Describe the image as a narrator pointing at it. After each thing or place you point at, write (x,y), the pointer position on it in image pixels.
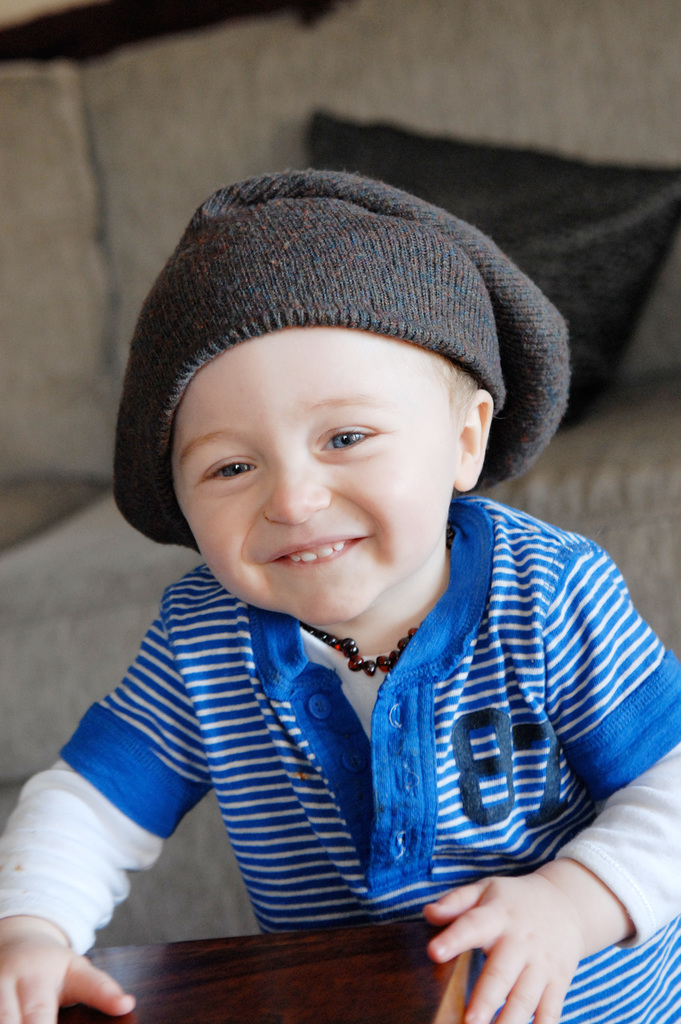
In this picture I can see there is a boy (549,645) standing at the table (316,939) and holding the table (233,980) and smiling. In the background (18,342) there is a couch (3,378) and there is a pillow (613,261) on the couch (675,356).
